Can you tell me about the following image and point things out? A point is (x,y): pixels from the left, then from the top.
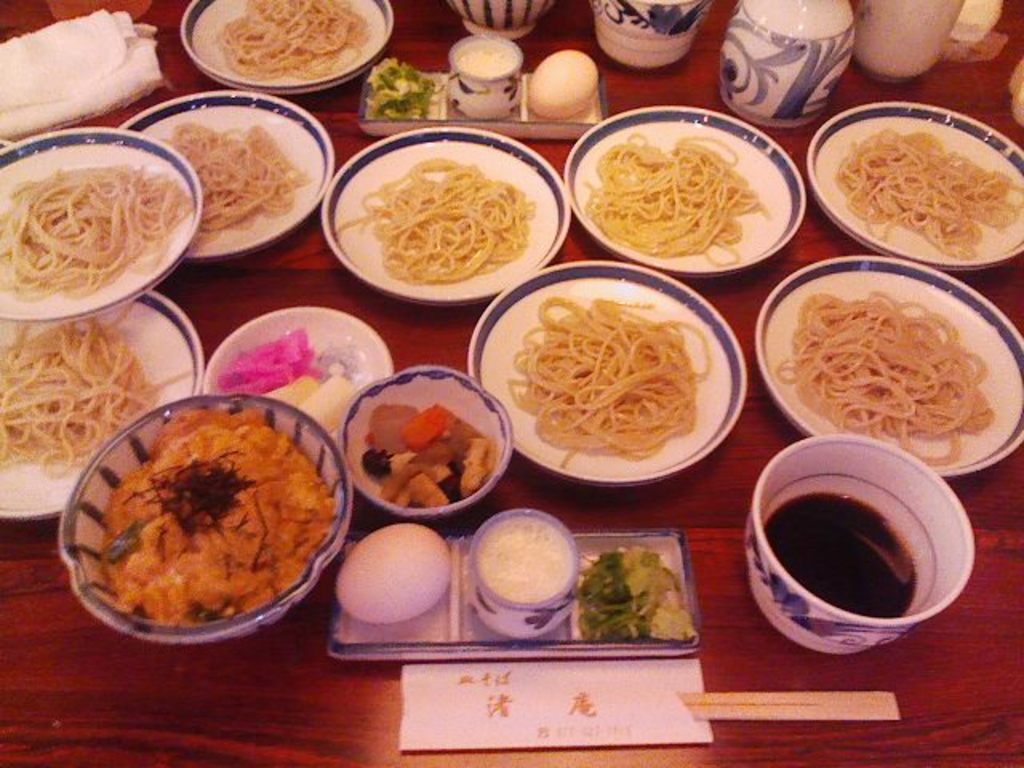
In this image, we can see a wooden surface (911,767), there are some plates (952,123) and bowls (643,7) on the surface (1005,26), we can see some food (17,401) on the plates (944,248).
